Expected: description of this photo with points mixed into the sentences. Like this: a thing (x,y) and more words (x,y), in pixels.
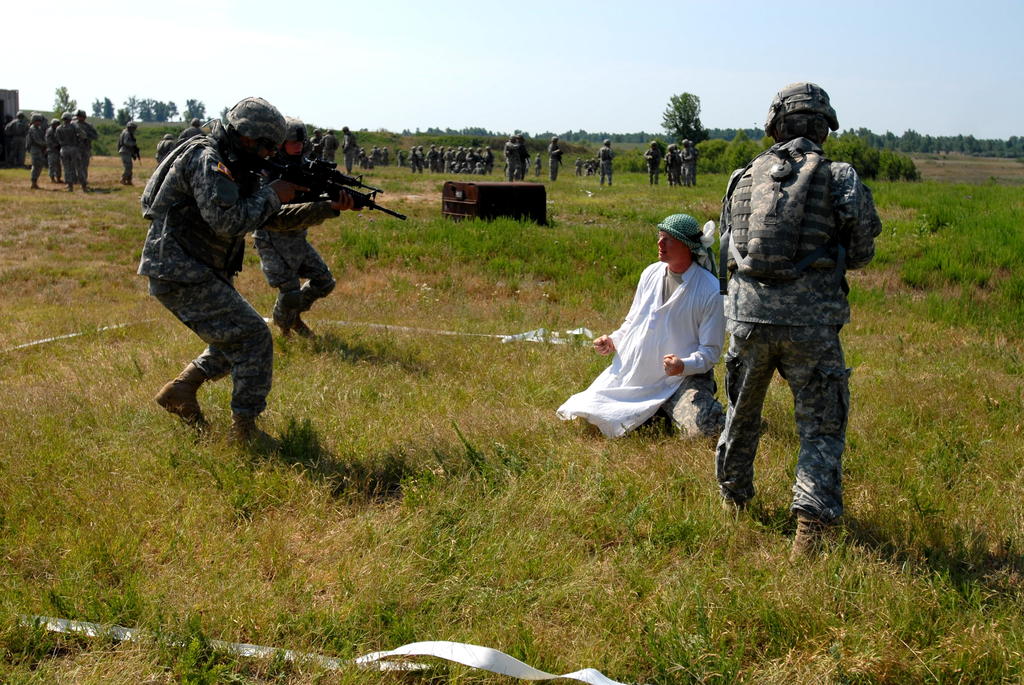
In this picture we can see a group of people (651,309) on the ground (477,391) and in the background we can see trees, sky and some objects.
